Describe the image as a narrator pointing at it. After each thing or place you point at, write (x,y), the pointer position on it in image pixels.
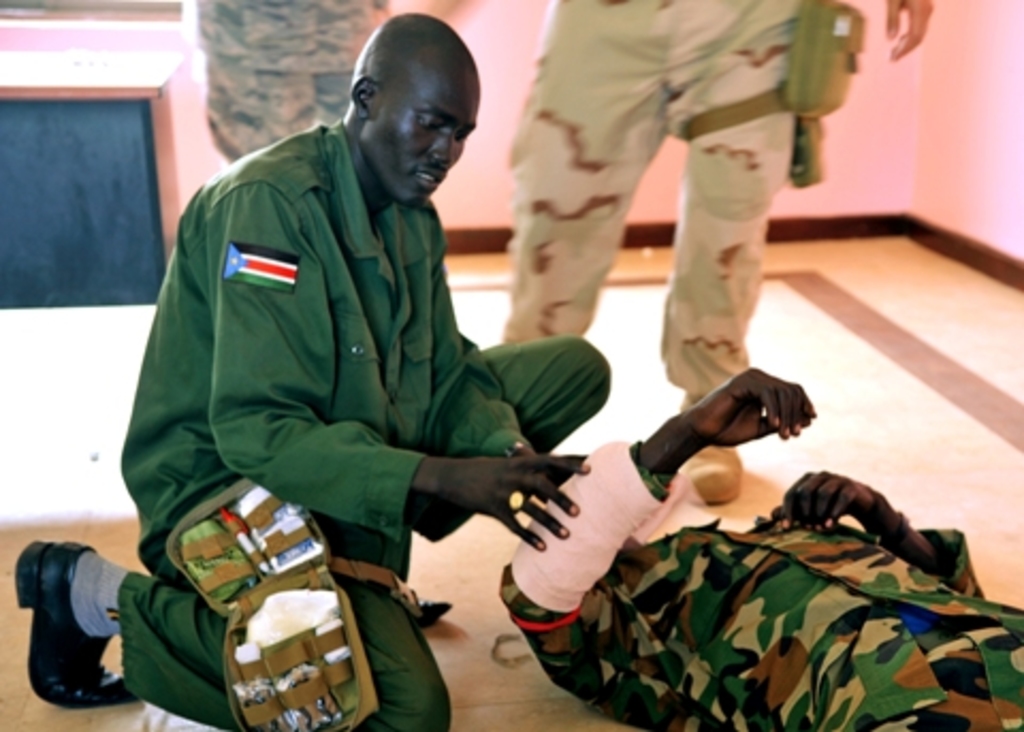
In this image we can see some persons (433,289) wearing camouflage dress (560,287), in the foreground of the image (681,583) there is a person (708,571) resting on ground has band-aid (523,552) to his right hand (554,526), a person (353,507) crouching down and there is some kit (323,612) to his thigh (306,604) and in the background of the image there is a wall (168,92).
